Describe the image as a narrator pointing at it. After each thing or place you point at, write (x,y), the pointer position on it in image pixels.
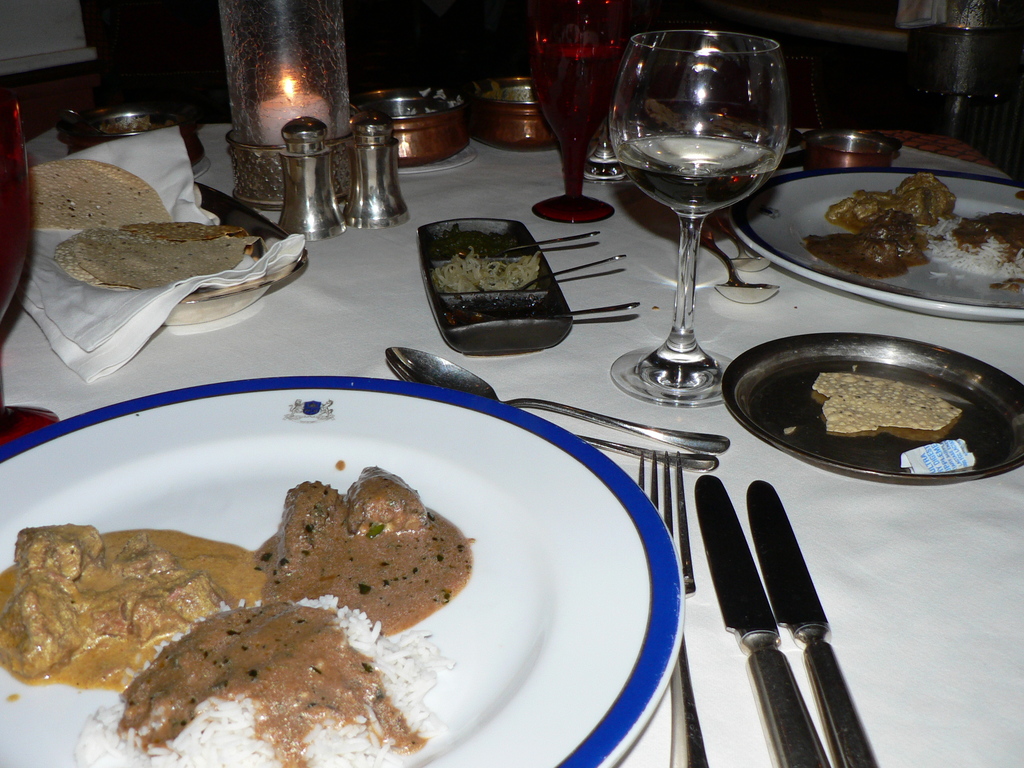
In this image I can see food items (280,667) on plates (370,465), there are spoons (718,448), forks (687,454), knives (718,578), glasses (610,141) and some other objects (240,148) on the table (676,503).
